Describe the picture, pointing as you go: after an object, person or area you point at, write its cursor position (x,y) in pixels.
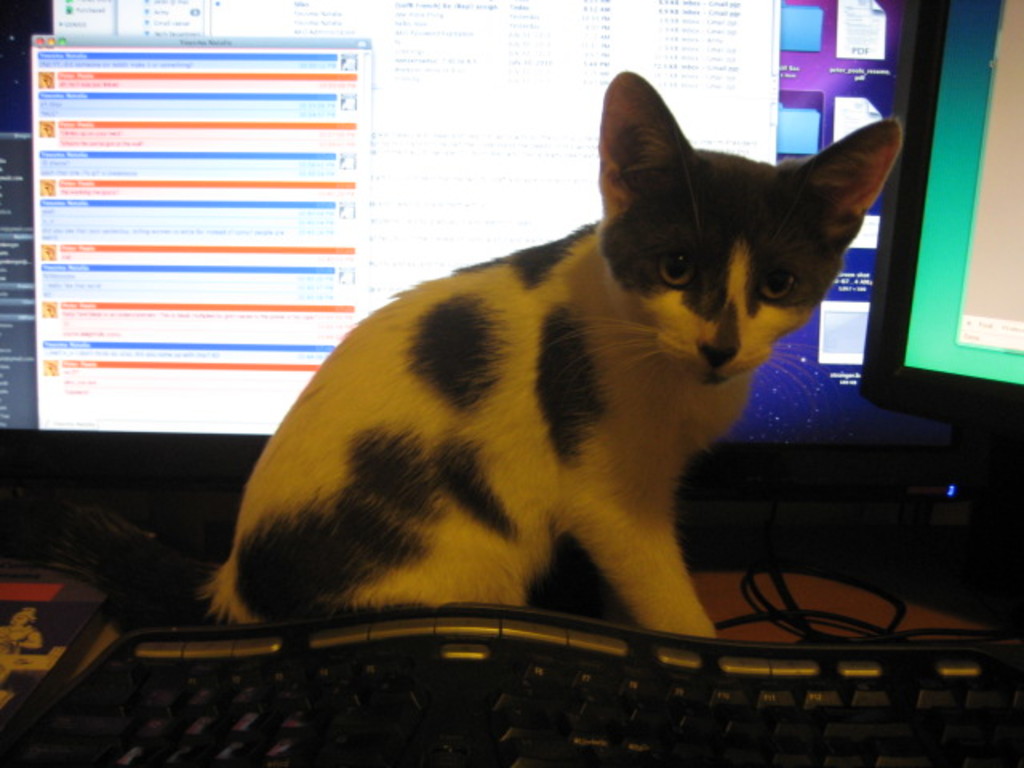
In this image, we can see a cat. We can see some screens (730,62), a keyboard (273,637) and some wires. We can also see an object (63,652) on the left (71,618).
